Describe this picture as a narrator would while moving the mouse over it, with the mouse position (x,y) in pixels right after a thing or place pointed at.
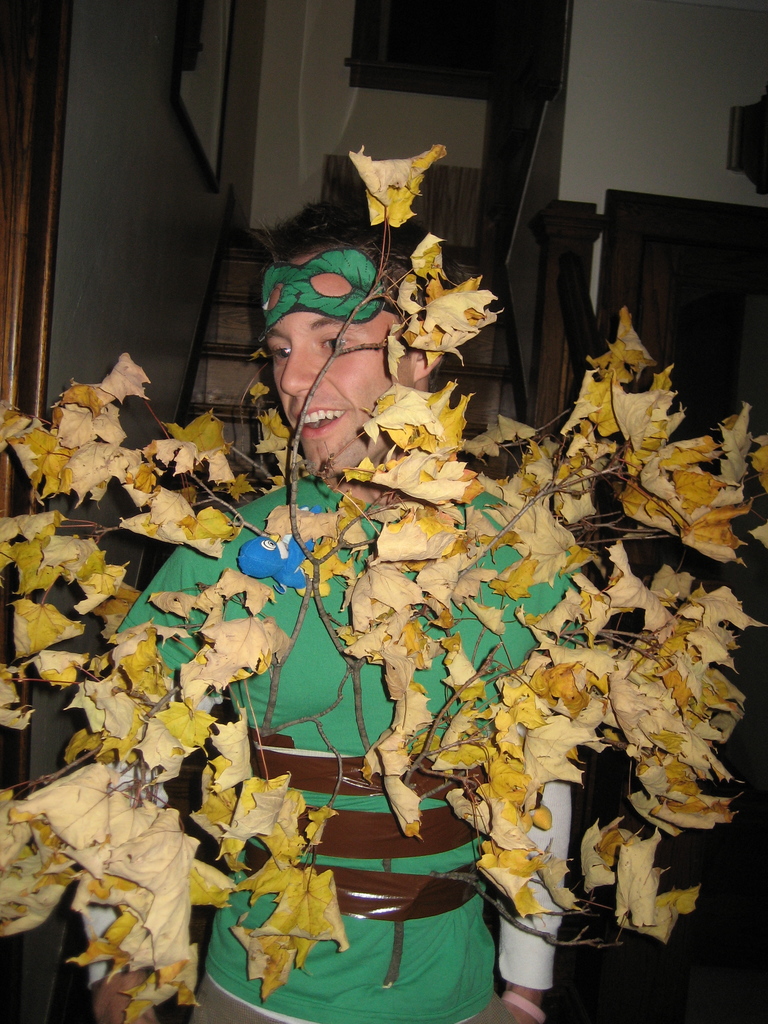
In this image I can see a person (352,725) wearing green colored dress (373,704) is standing and smiling. I can see few leaves (245,801) which are yellow and brown in color to his body (342,714). In the background (248,462) I can see few stairs (246,315), the wall (138,260) and the door (680,326) which is brown in color.
